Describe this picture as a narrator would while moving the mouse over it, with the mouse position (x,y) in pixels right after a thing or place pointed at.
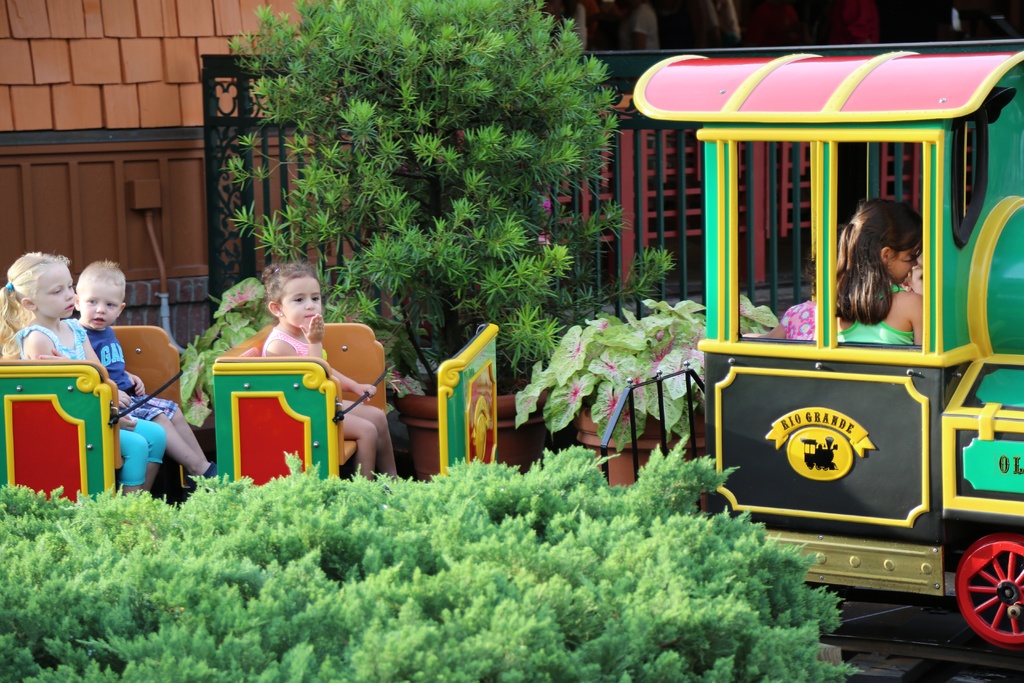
In this image I can see few trees (474,577), a toy train (836,474) which is pink, green, black, yellow and red in color and few children (296,355) sitting in the train (843,370). In the background (149,105) I can see the railing (697,187), a plant (569,147), the brown colored surface (186,86) and a person (581,34) standing.
